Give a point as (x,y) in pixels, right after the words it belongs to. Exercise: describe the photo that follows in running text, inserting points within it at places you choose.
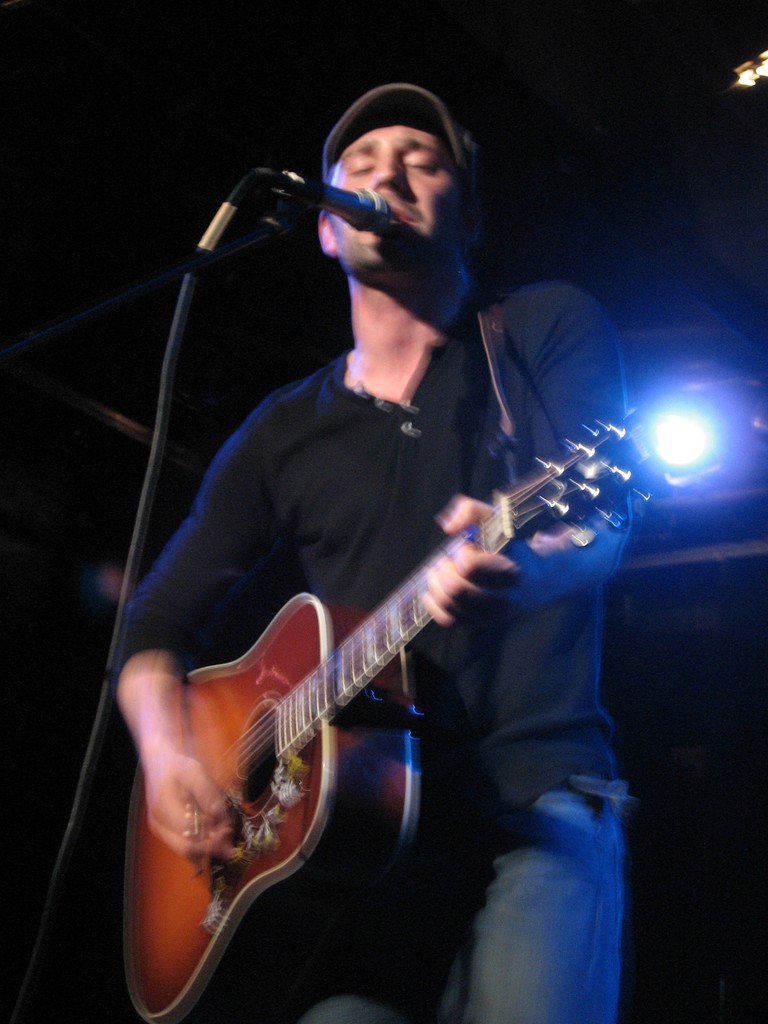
In this image one man (387,232) is singing and playing guitar (311,752). He is wearing black t-shirt (335,454) and a cap (432,128). There is a mic (331,191) in front of him. Behind him there is a light (682,452).
